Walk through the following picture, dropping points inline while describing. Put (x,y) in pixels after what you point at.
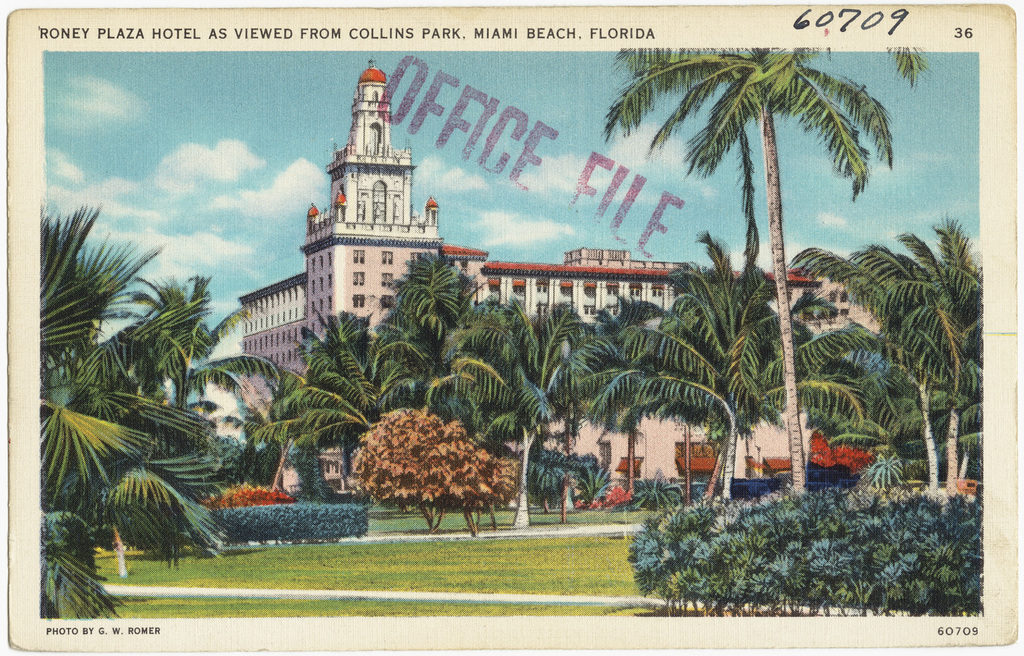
This image looks like an edited photo in which I can see grass (412,519), plants (327,538), trees (832,411), text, buildings (760,439), poles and the sky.
